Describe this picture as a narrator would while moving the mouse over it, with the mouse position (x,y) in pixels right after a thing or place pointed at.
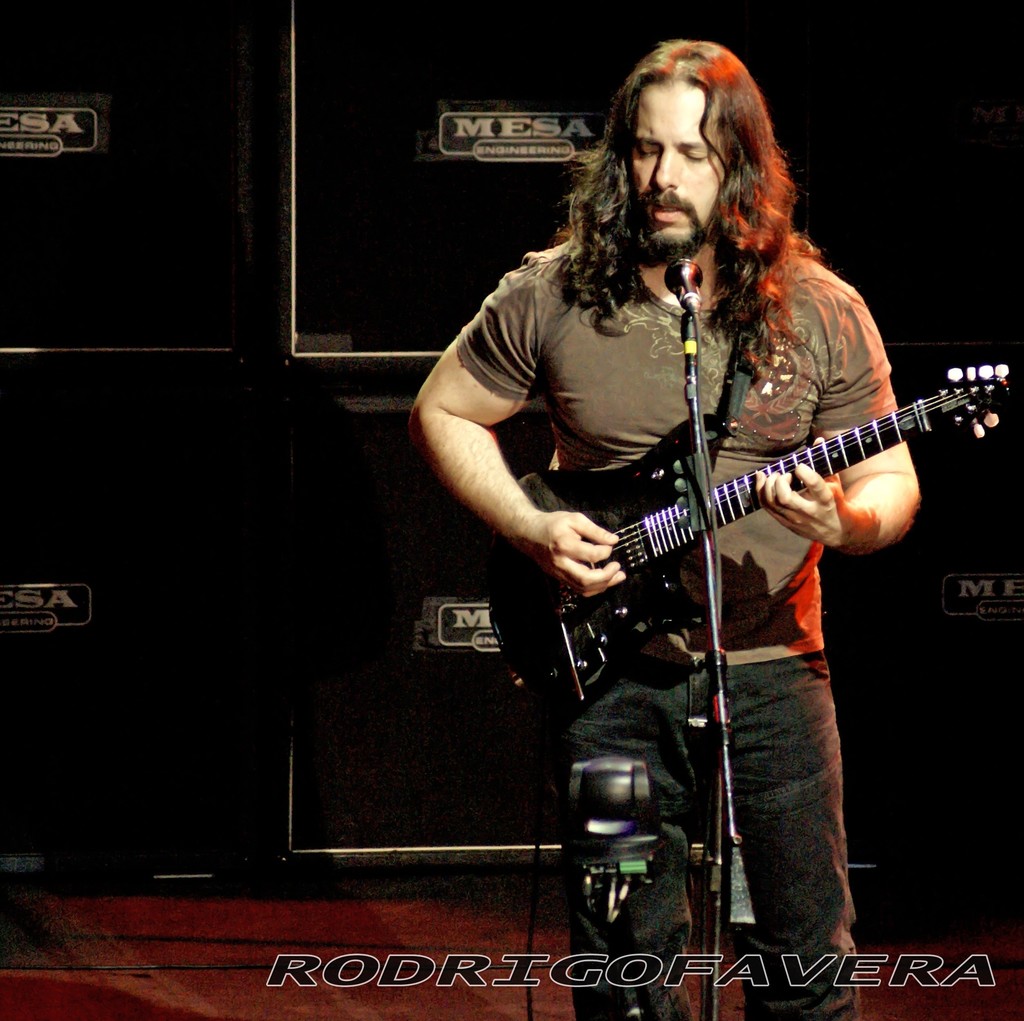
In this image we can see a person (607,441) holding a guitar (638,570) in his hands (786,500) and playing it. There is a mic (694,280) in front of him through which he is singing.
